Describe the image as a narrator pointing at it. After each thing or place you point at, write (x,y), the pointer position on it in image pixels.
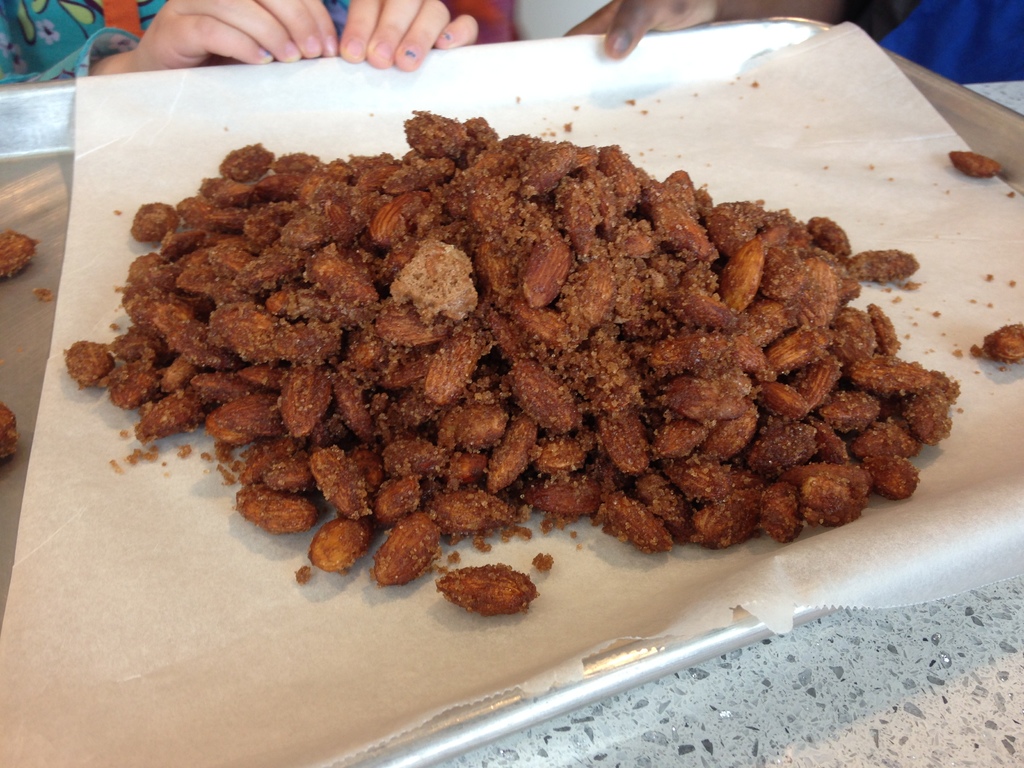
In the image we can see a paper (365,614), on the paper (325,651) there are roasted almonds (387,414), this is a tray (35,185). We can even see there are people (482,10) wearing clothes (342,3).
